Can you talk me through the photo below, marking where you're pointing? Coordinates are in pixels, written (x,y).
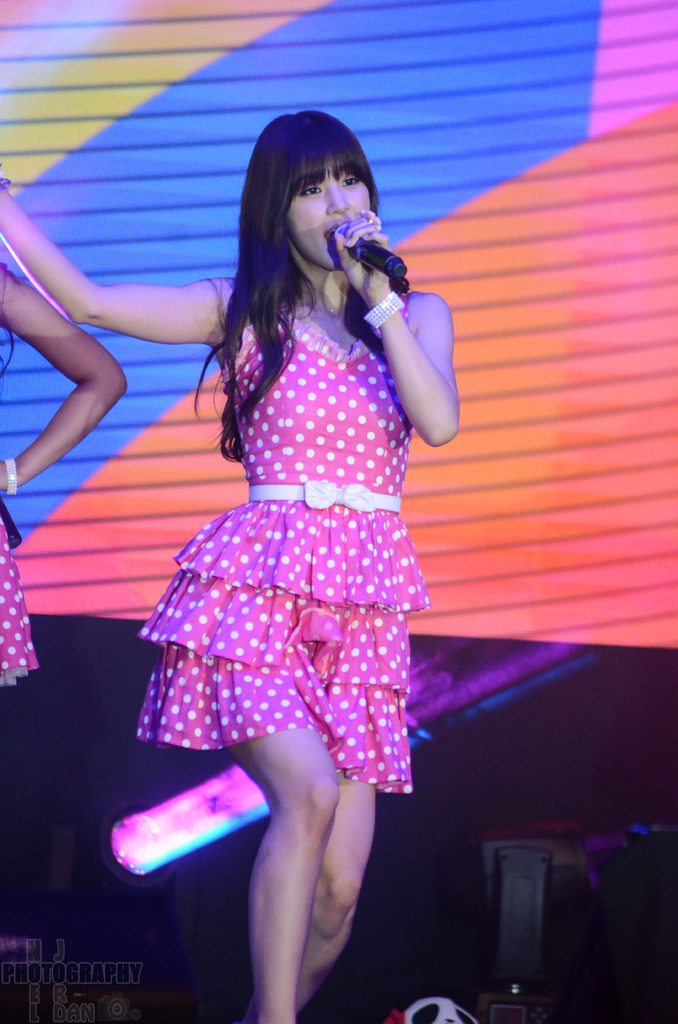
In this image I can see a woman (208,589) wearing a pink color skirt (272,618) and she holding a mike (374,249) on her hand (381,272) she sing a song.
